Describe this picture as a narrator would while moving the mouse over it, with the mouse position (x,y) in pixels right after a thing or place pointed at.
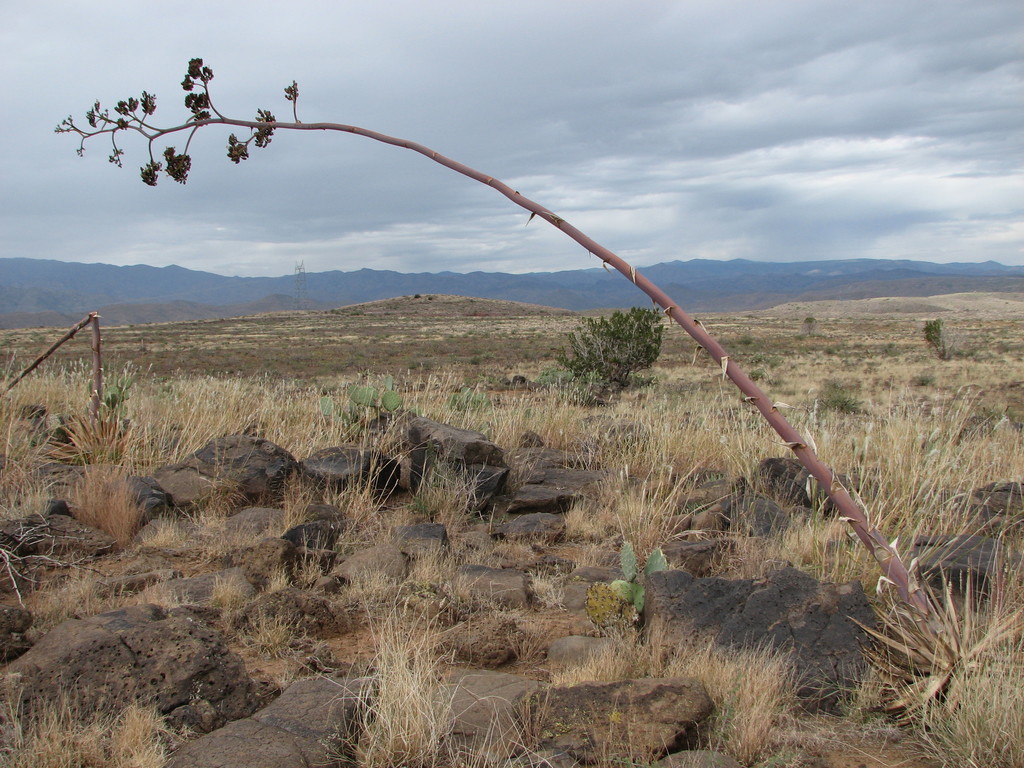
In the front of the image (641,502) I can see grass (984,686), plants (629,338), branch (585,244) and rocks (798,471). In the background of the image (990,172) there is a cloudy sky (796,144) and hills (515,279).
